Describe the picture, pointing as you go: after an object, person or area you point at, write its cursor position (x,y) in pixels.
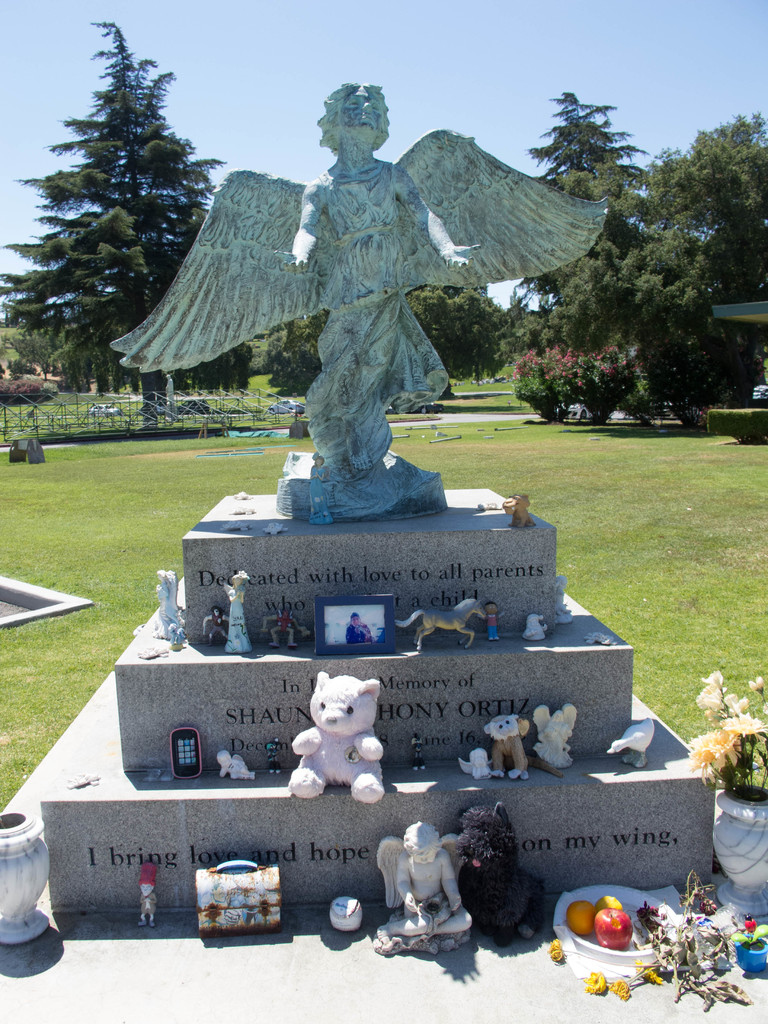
In the center of the image (408,514) we can see a statue (385,389) and there are many toys (338,771), photo frames (352,600), mobile (186,771), bag (227,909) and some objects (34,837) placed on the pedestal (367,826). In the background (107,426) there is a fence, trees (72,244) and sky (435,118).
